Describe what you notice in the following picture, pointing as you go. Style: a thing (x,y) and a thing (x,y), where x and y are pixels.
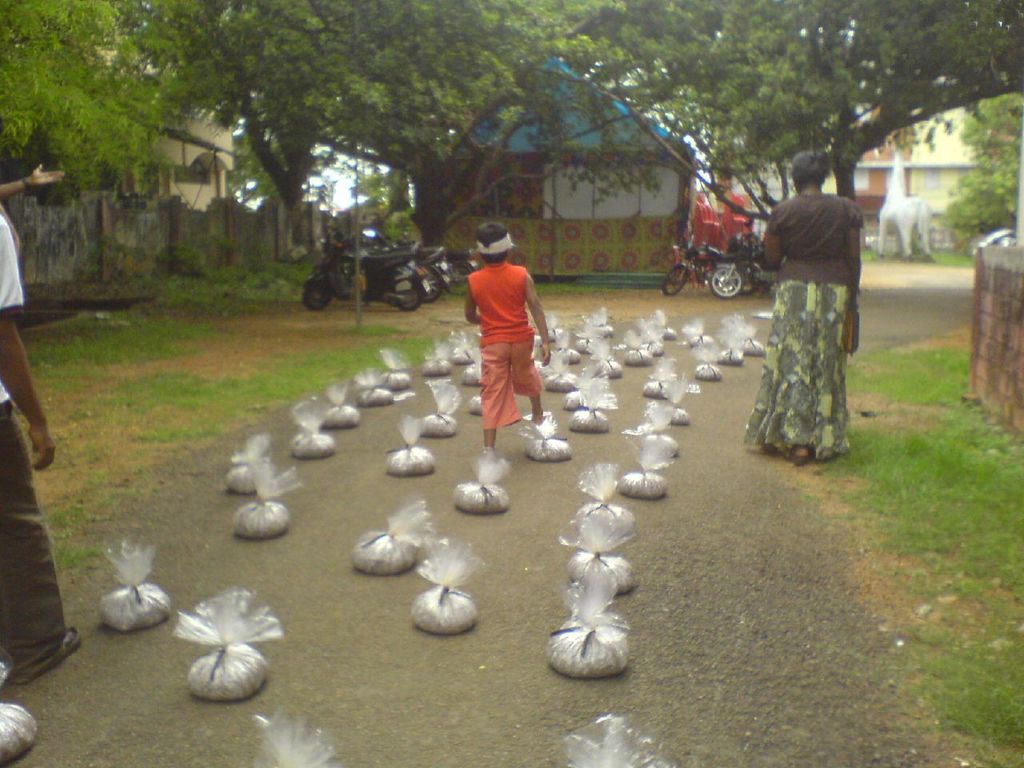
In this picture I can see people (55,646) standing on the road (372,471) and some white color objects (366,554) on the road (584,466). In the background (571,274) I can see vehicles (367,297), house (557,193), buildings (614,203), trees (743,175) and grass (298,276). On the left side (84,254) I can see wall (164,254).
